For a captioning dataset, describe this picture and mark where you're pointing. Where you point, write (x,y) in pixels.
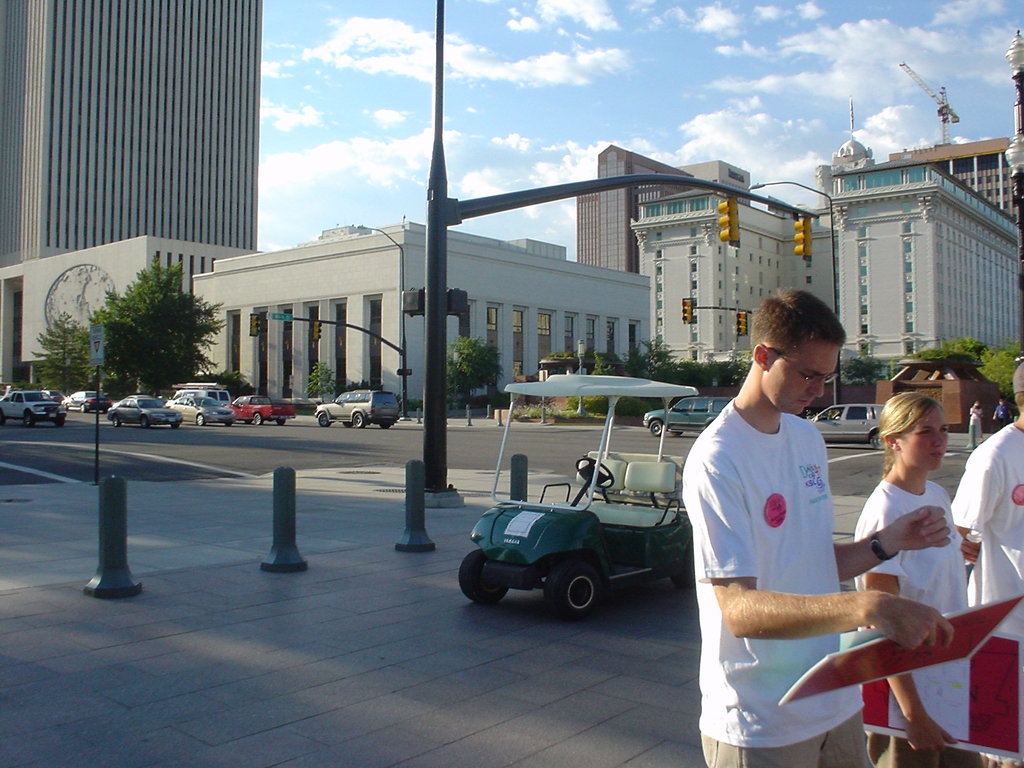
In this image I can see group of people (952,564) standing, the person (902,539) in front (730,498) is wearing white shirt (728,721), cream color pant (735,757) and holding some object (831,686) which is in red color, background (379,418) I can see few vehicles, traffic signals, buildings (451,236) in white and cream color, trees (178,283) in green color and the sky (590,79) is in blue and white color.
